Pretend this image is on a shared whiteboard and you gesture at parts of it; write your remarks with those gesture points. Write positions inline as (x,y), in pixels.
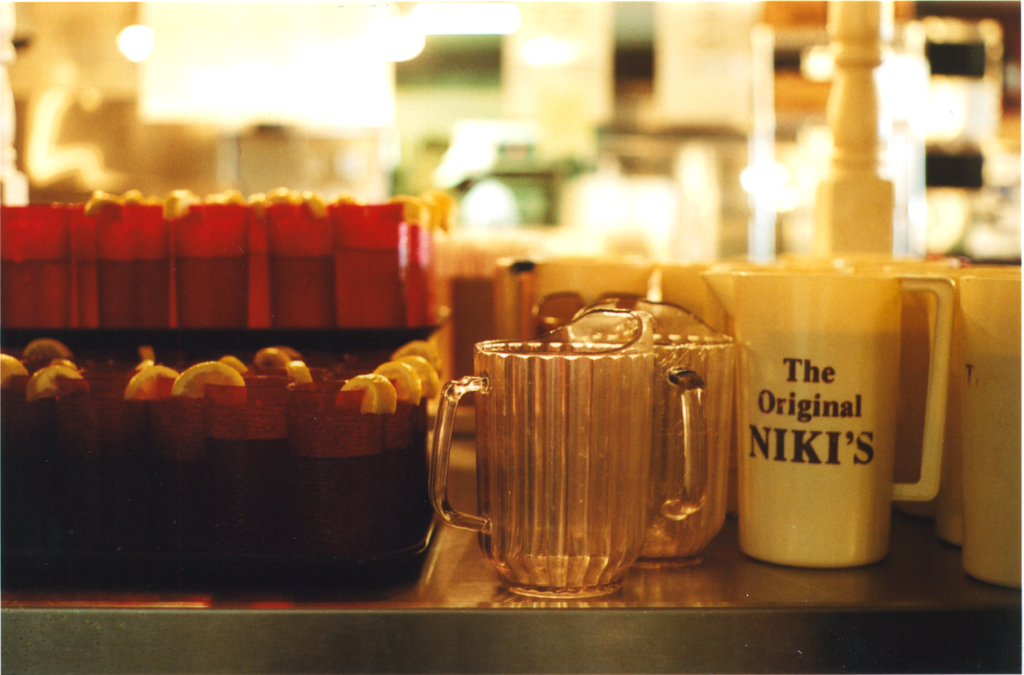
On the right side of the image (719,412) there are mugs (477,393), glasses (477,393) on the platform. On the left side of the image (213,266) there are juice glasses (31,257) with slice of lemons (169,370) on it. In the background of the image (311,100) there are lights (746,180).
